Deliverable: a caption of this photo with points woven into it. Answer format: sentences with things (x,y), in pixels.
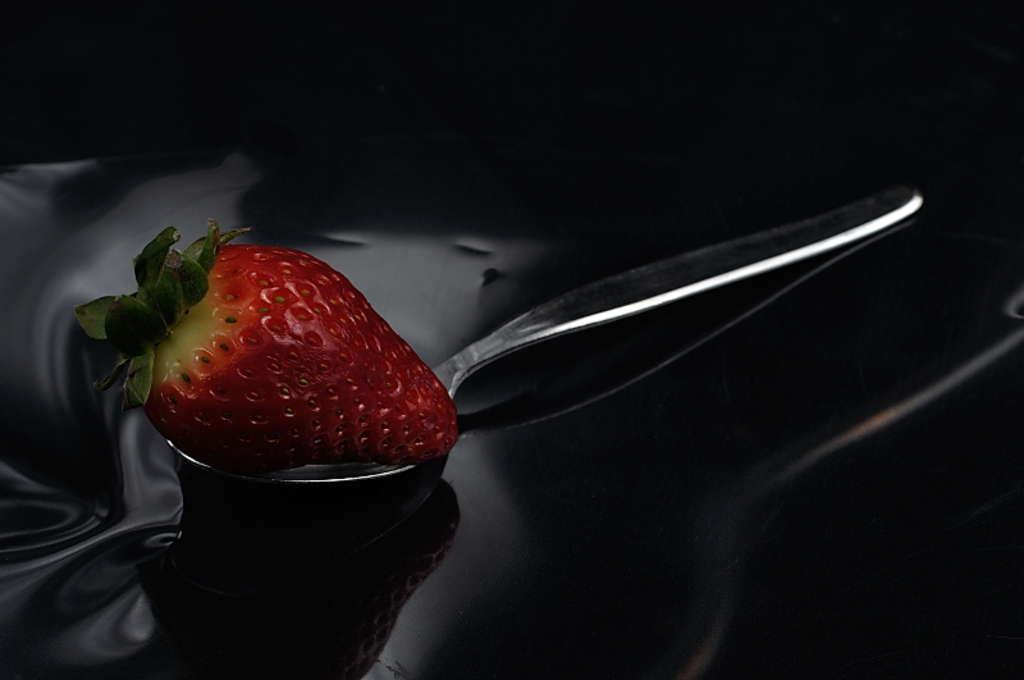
There is a red color strawberry (378,359) having leaves (196,253) on the top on the steel spoon (251,476) which is on the black color object (245,668). And the background (75,60) is black in color.
